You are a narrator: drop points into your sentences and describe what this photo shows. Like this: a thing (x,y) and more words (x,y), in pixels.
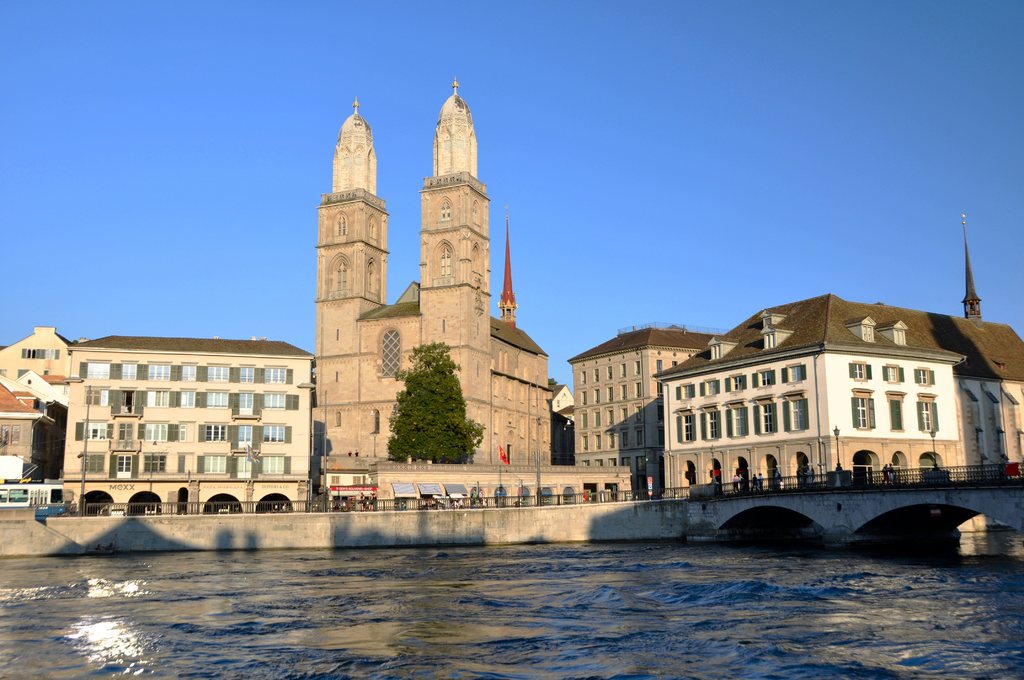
In this picture we can see the lake (380,619), side we can see the road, few people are walking, behind we can see some buildings (500,405), trees (430,409).
